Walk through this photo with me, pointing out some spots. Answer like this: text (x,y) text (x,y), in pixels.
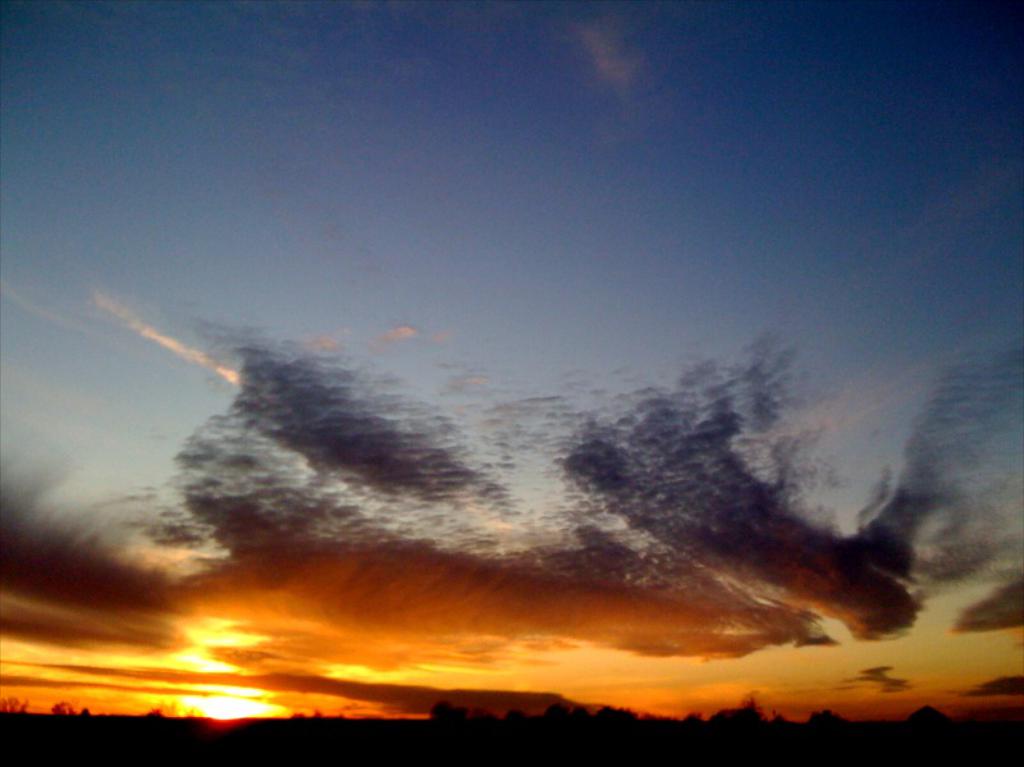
In this image there is the sky (264,358). The sky (422,605) is colorful. In the bottom (228,699) there is sun (224,693) in the sky (228,693). At the bottom (620,762) there are trees (732,719) and it is dark.
